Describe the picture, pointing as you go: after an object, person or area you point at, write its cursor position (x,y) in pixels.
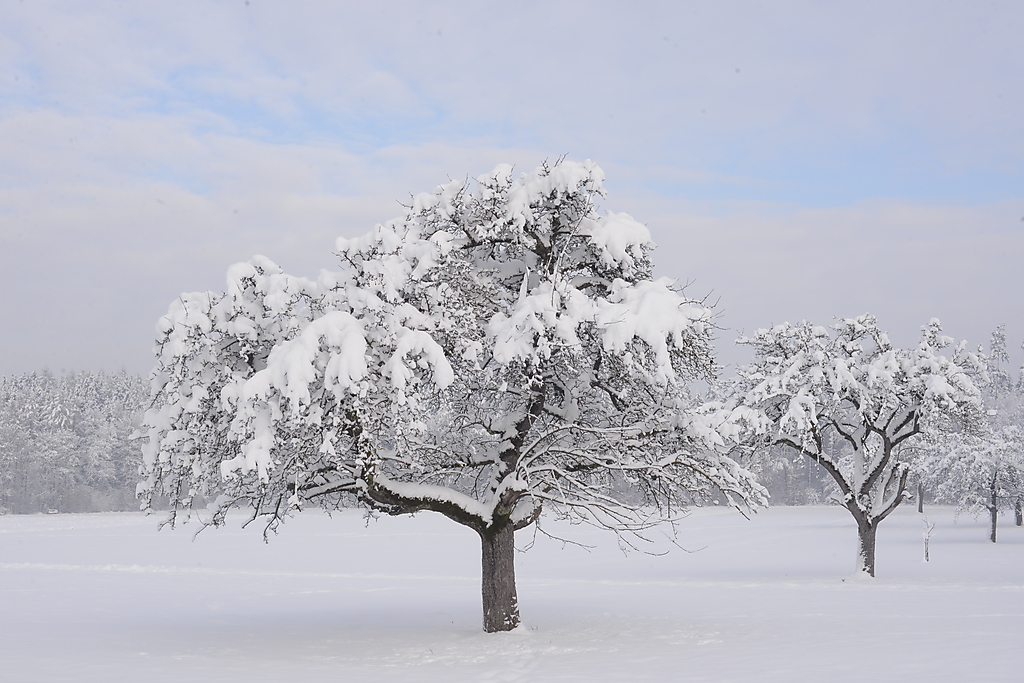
In the picture we can see the snow surface (290,621) with some trees (279,460) and snow (394,594) on it and behind it also we can see some trees (52,439) with snow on it and in the background (980,148) we can see the sky (423,49) with clouds (423,49).
